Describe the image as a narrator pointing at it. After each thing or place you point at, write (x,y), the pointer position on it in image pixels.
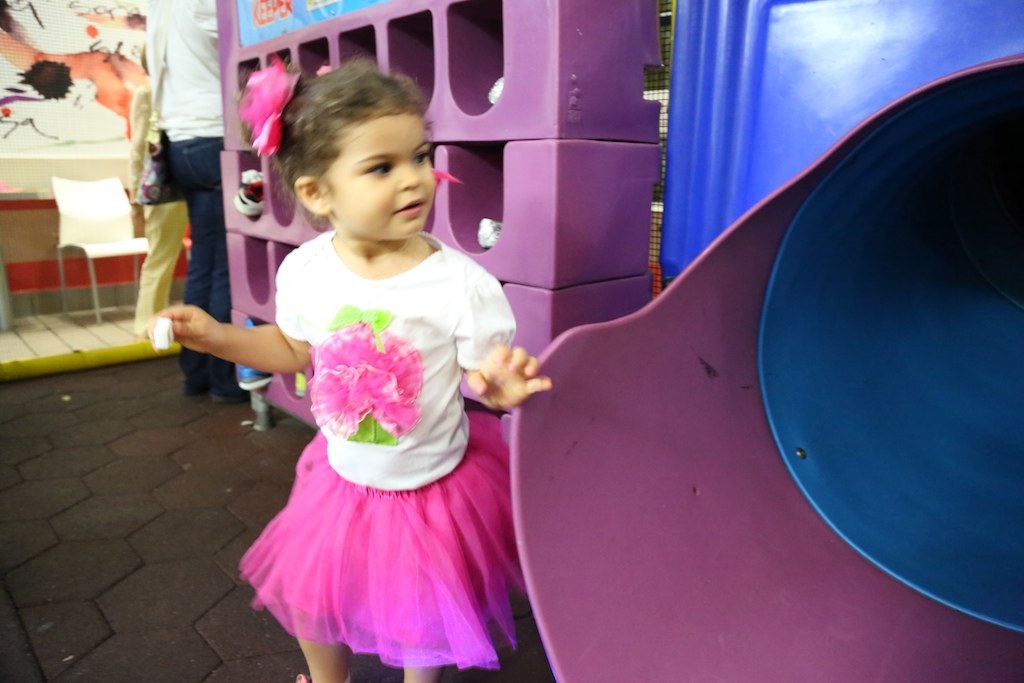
In this image I can see a girl (258,356) is standing in the front (445,655). I can see she is wearing a white t-shirt (368,456) and a pink skirt (330,511). In the background (204,378) I can see number of shoes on the shoe racks (260,157), a chair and two persons (173,168). I can also see one of them is carrying a bag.
